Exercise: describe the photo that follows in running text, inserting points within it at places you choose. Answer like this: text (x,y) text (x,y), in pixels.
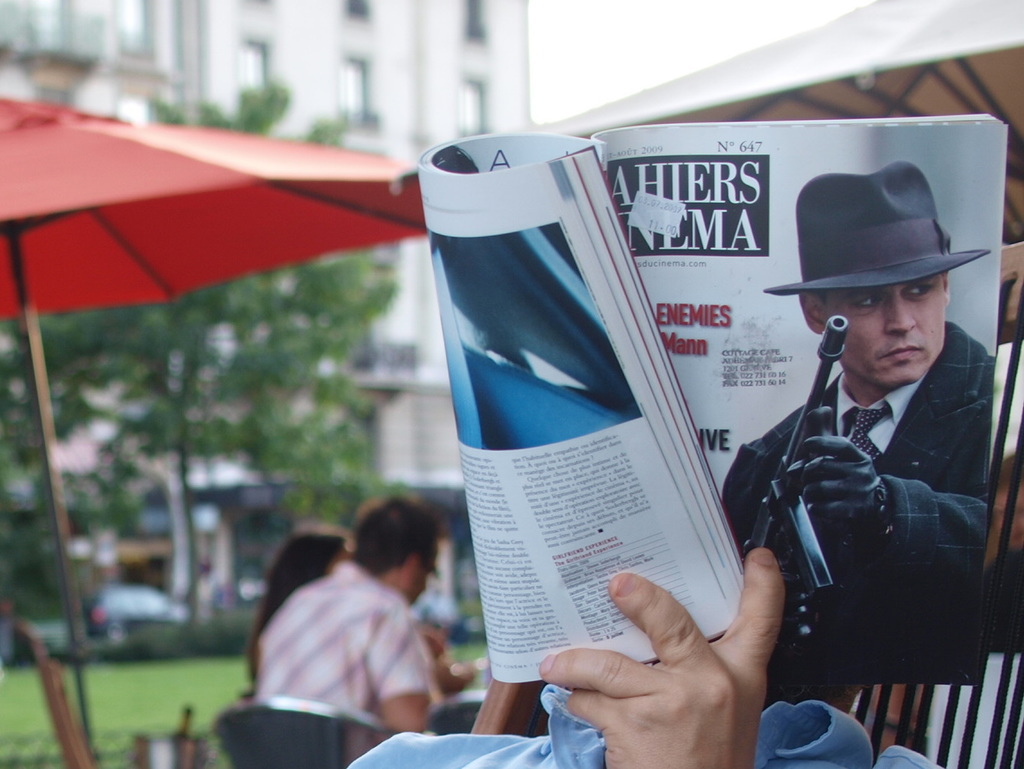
In the image we can see there is a magazine (613,399) on which there is a picture (915,395) of a person (885,434) wearing formal suit (849,540) and holding rifle (799,519) in his hand (833,488). There are other people (330,648) sitting on the chair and there is tent (171,300). Behind there is a tree (151,355) and there is a building (470,57). Background of the image (291,91) is blurred.
